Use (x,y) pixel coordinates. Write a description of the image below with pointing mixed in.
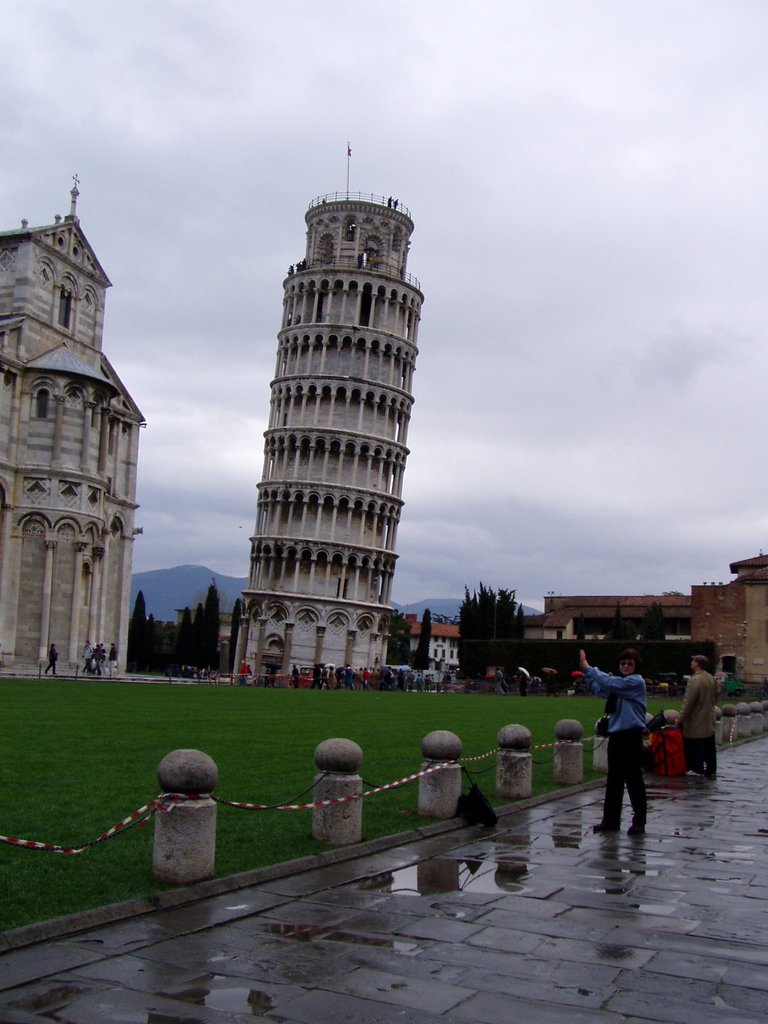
Here in this picture we can see a leaning tower (307,362) present on the ground (304,707) and beside that we can see a church building (88,406) present and on the right side (690,617) we can see some other buildings (555,614) present and we can see the ground (381,719) is fully covered with grass (44,868) and we can see number of people (609,711) standing and walking on the ground (602,806) and in the far we can see plants (477,664) and trees (467,607) present and we can also see mountains (444,614) present and we can see the sky (480,419) is fully covered with clouds (454,390).
